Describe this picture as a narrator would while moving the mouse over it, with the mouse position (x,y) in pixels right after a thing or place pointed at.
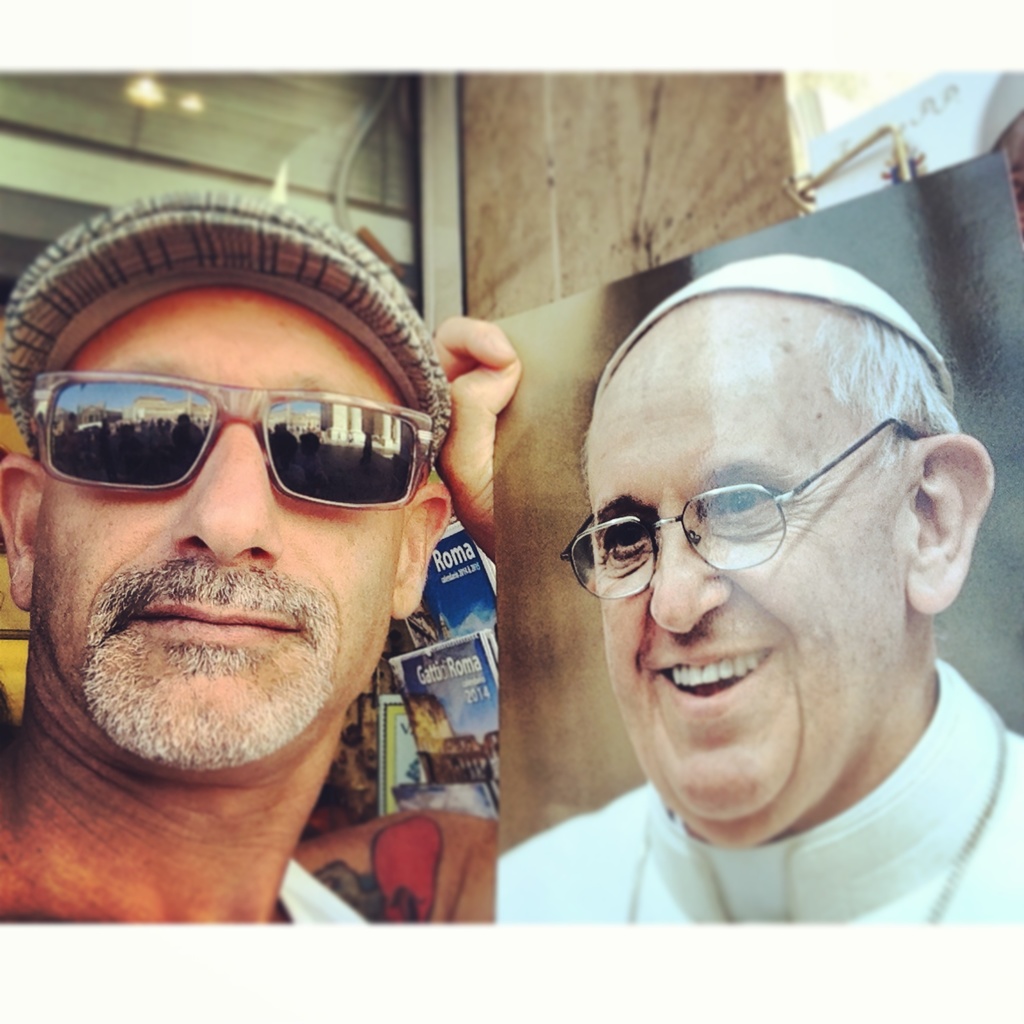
In this image a person (281,890) wearing hat (325,317), spectacles (276,455) holding a photograph (562,348) in his hand (508,373), in that there is a photo (798,367) of another person (820,605), in the background (424,685) there is a shelf (414,742), in that there are books (430,664).
